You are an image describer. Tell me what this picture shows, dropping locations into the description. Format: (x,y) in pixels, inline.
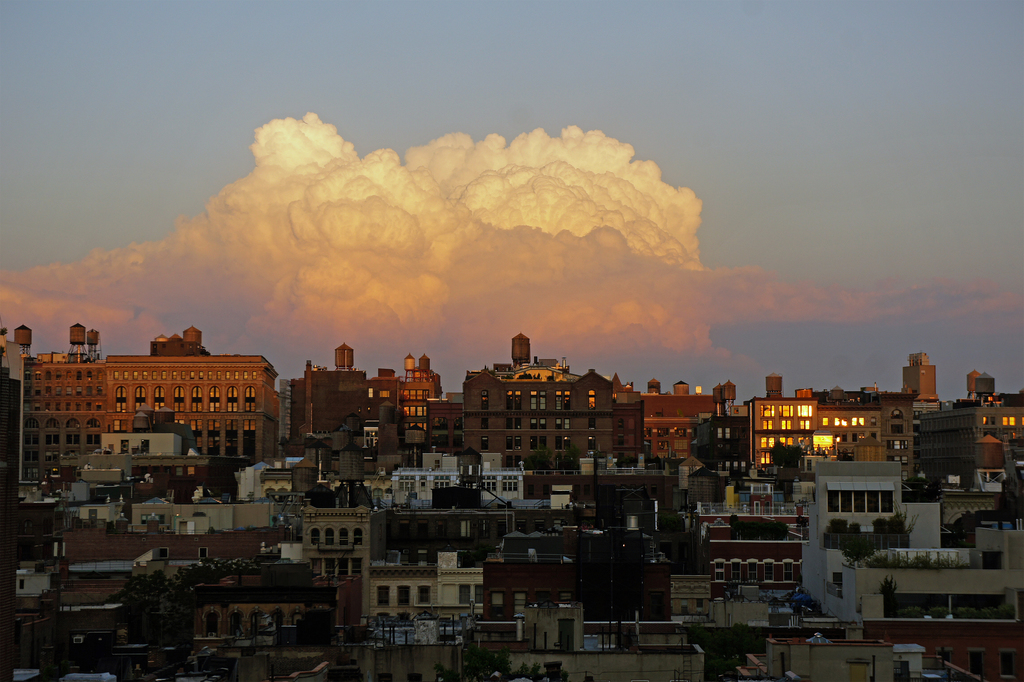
In this picture there are few buildings (445,499) and trees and there is a cloud (467,240) in the background (475,235).
